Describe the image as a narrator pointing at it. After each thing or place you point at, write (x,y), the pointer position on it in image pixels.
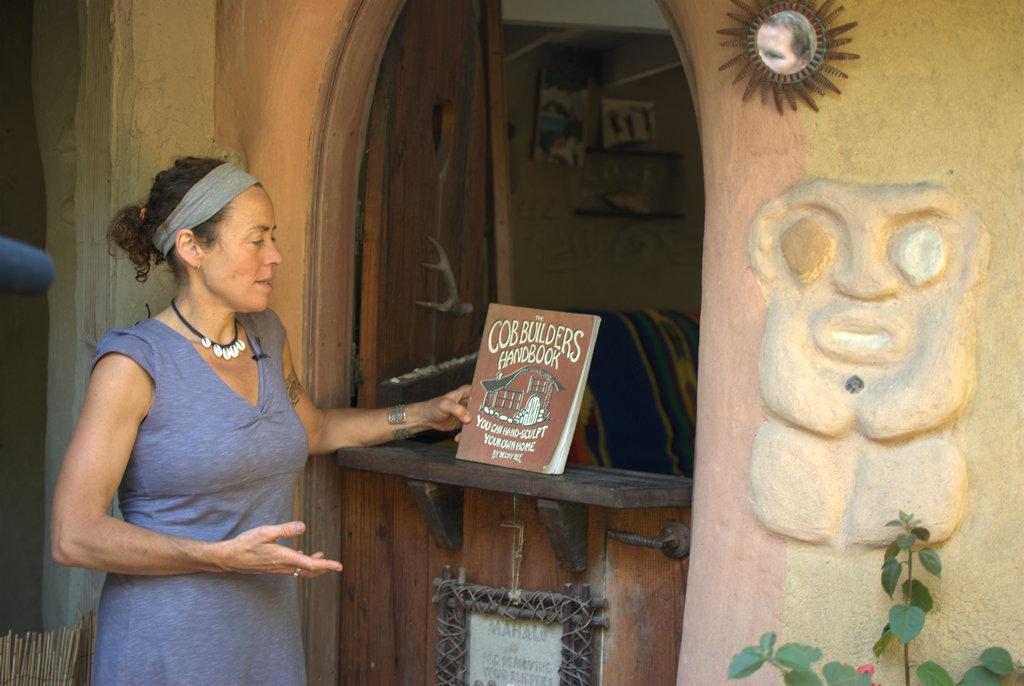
On the left side of the image (187,377) we can see a woman (249,422), she is holding a book (486,384), in the bottom right hand corner (811,669) we can see a plant (910,620), at the top of the image (819,87) we can see a frame (828,86) on the wall (833,100).
